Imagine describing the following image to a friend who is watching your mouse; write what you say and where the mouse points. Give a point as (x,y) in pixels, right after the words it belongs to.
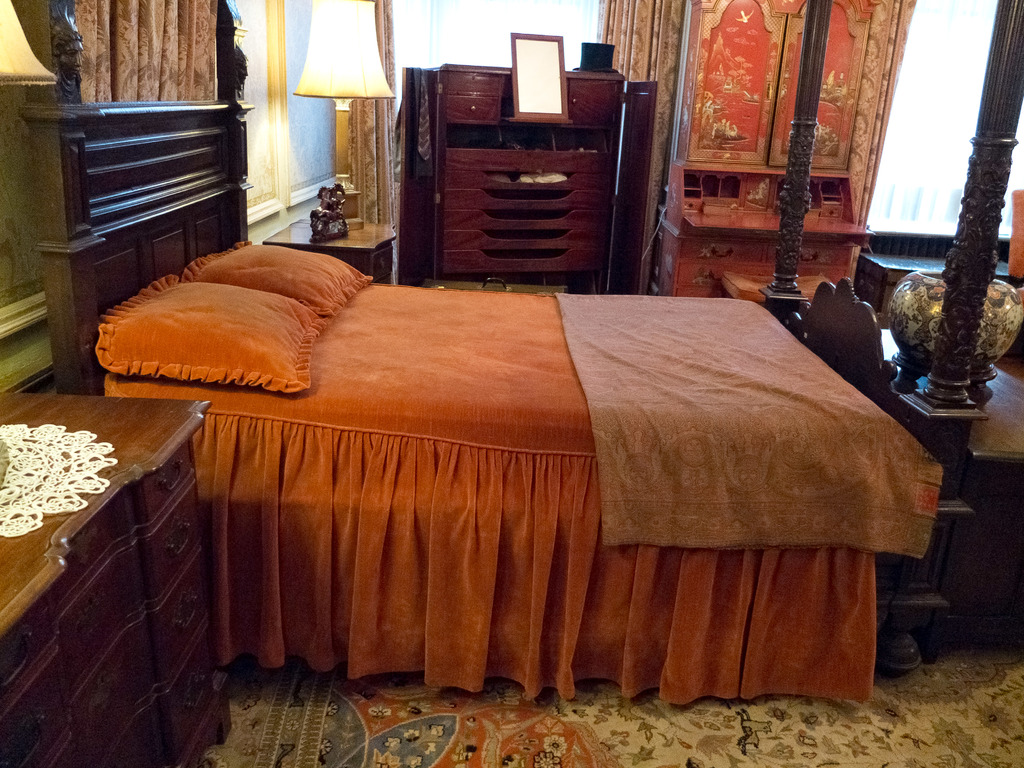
In this picture we can see the inside view of a room (418,767). This is bed (347,399) and these are the pillows (317,304). And there is a lamp (347,158). Here we can see a cupboard (112,589).
